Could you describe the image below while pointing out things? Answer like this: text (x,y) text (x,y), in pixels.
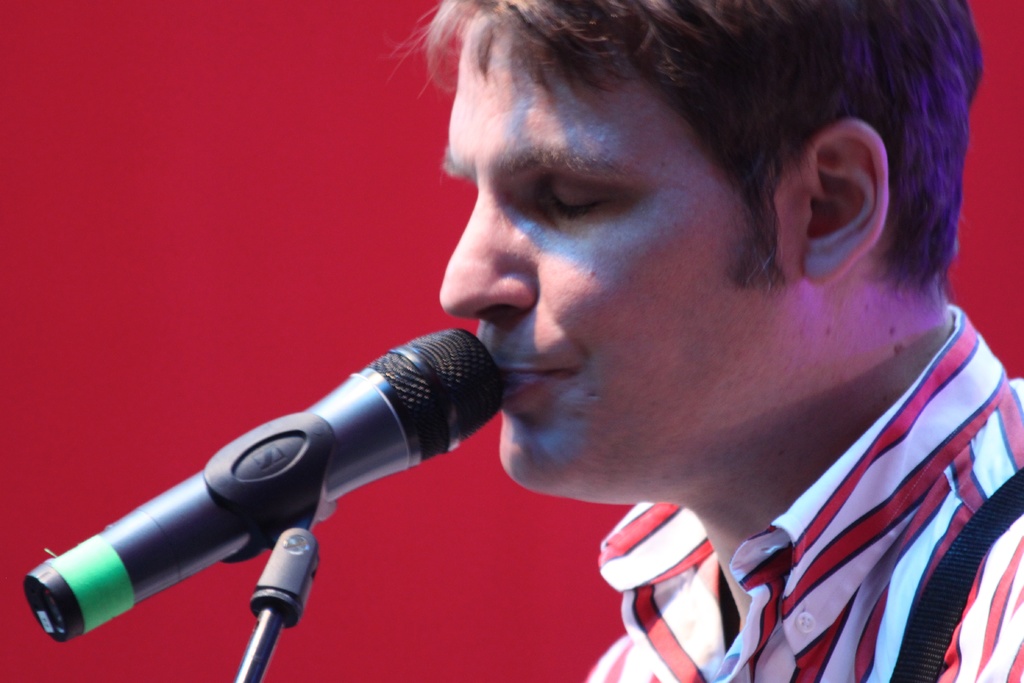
In this image we can see a person (586,478) keeping his lips (529,382) near to mike (413,376) and background (371,556) is in red color.
